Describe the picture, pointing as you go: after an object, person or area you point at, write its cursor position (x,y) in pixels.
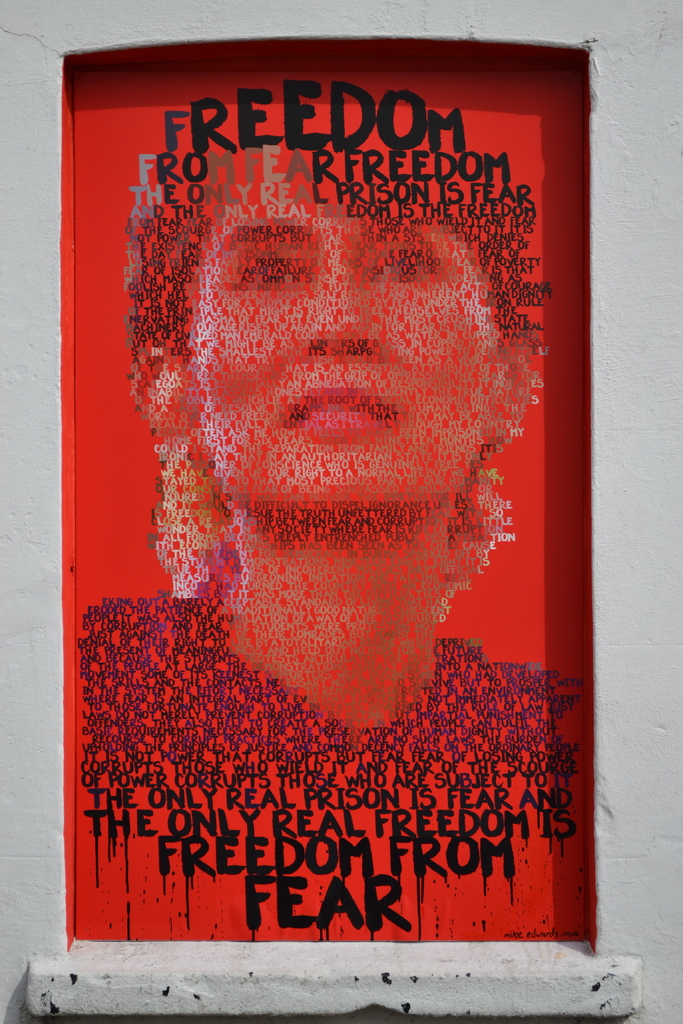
In this image, we can see a beautiful painting (177,158) where there is a person (175,642) and also some text (269,883) written on it and the background of this painting (561,437) is red in color.
